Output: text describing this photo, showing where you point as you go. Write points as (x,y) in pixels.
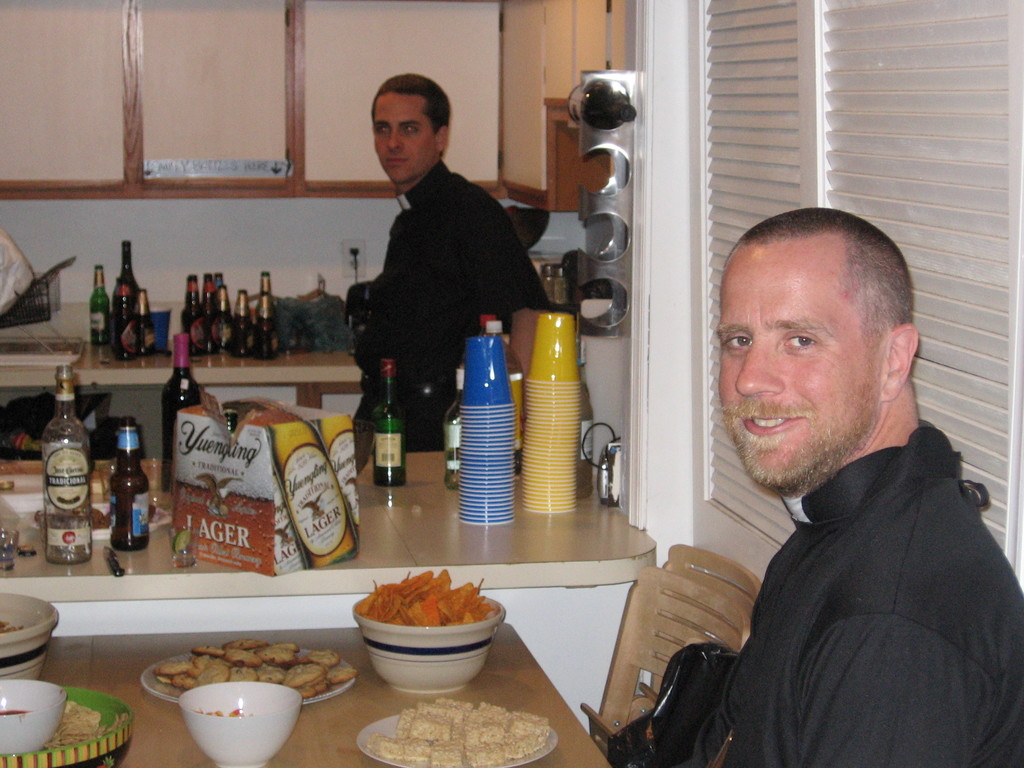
In this picture there is a man (798,551) who is sitting on the chair (689,623). There is a bowl (237,743). There is a food (289,650) in the plate (343,663). There is a table (367,702). There is a bottle (139,512), box (269,500) and glasses (557,417) and few objects (494,474) on the table (138,579). There is a man (411,238) who is standing. There is a cupboard (317,135).
